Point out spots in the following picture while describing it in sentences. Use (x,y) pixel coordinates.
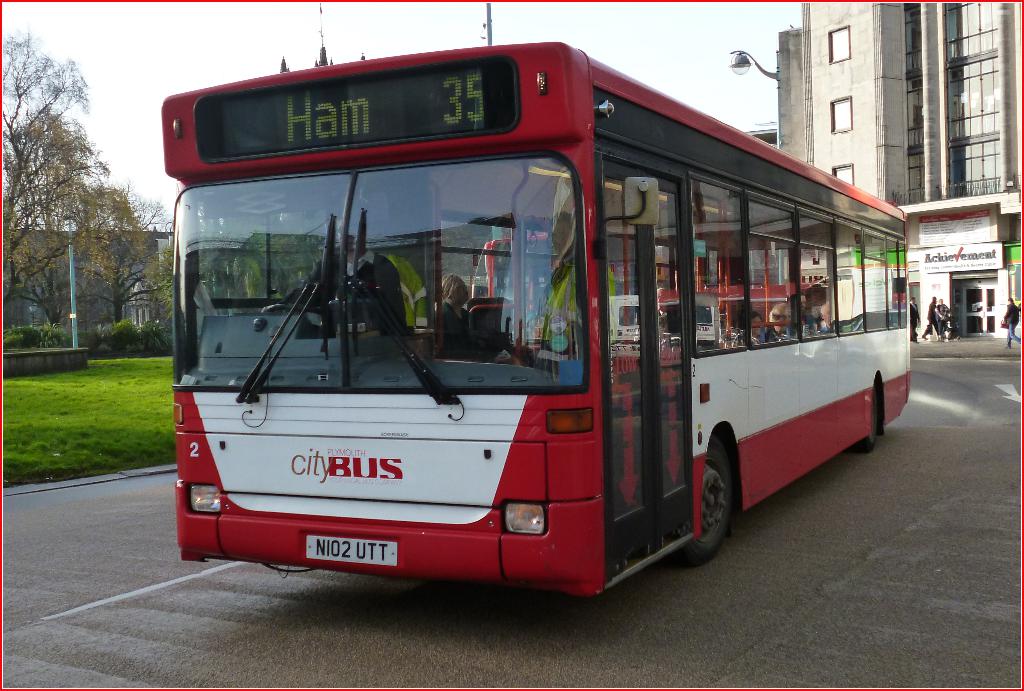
The picture is clicked outside a city (222,154). In the foreground of the picture (416,307) there is a bus (463,356) on the road (155,515). On the left (34,199) there are trees (40,260) plants (101,331) and a building (53,266). On the right (849,101) there are buildings (971,305) and people (934,326).
